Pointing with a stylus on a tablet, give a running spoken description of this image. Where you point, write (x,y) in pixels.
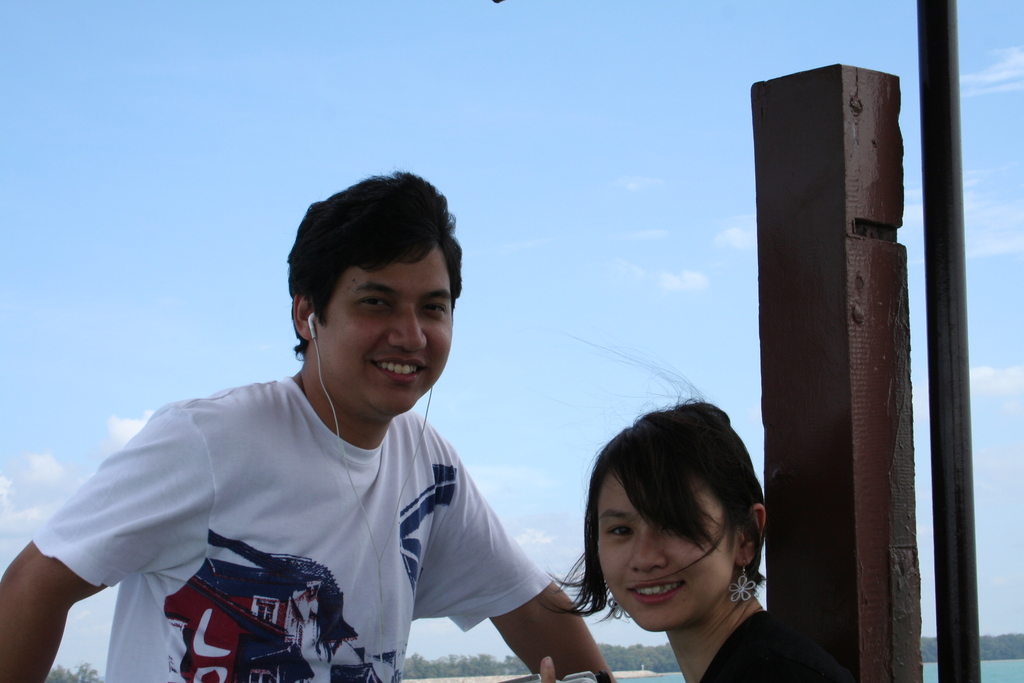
In this picture I can see two persons (490,522) smiling, there is an iron rod (927,122), there is water (931,674), trees (627,653), and in the background (596,386) there is sky (517,238).
